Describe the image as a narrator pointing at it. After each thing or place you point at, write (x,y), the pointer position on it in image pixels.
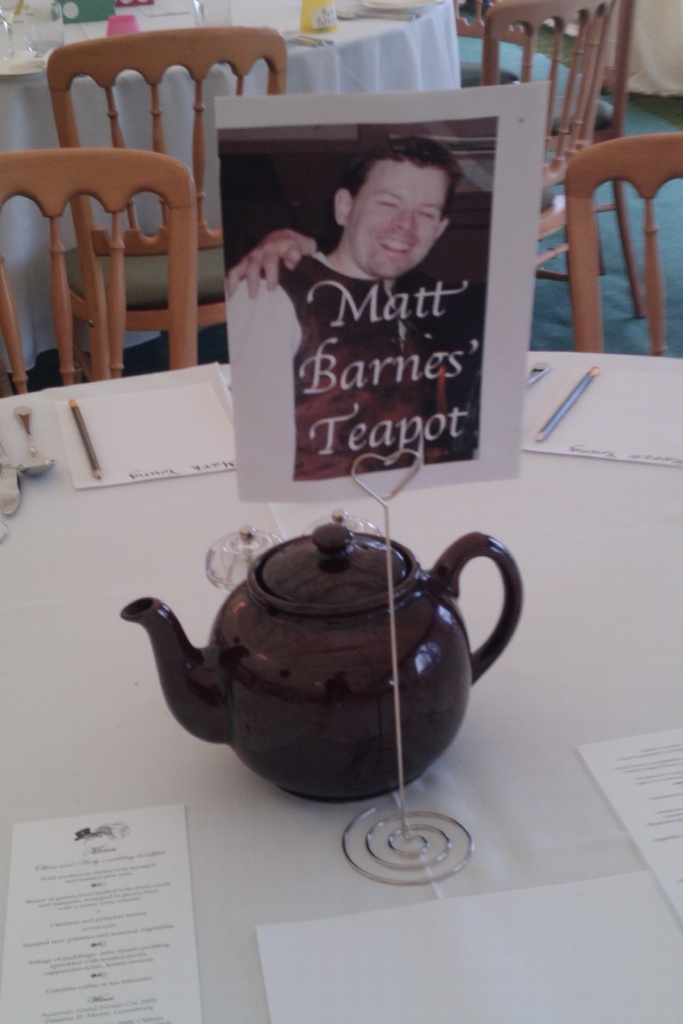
Here I can see a table (599,622) which is covered with a white cloth (588,605). On this table (588,619) a tea pot (155,651), few papers (89,420), pens (70,403) are placed and also there is a board (405,264) which is attached to a metal stand (361,485). On this board (327,291) there is some text (374,351) and an image (310,266) of a man (315,266). In the background (383,38) there is another table (398,52) on which few objects (60,26) are placed and there are few empty chairs (629,155).
